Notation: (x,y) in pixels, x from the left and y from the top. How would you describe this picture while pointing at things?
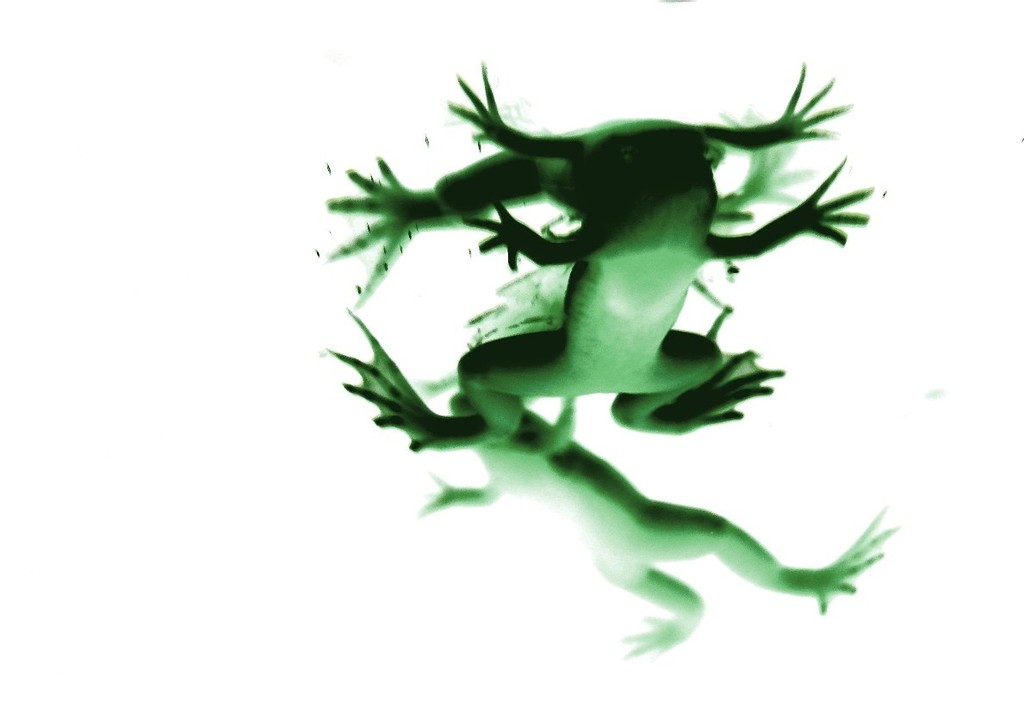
In this picture I can see frogs (751,364) and I see there is a white color background (264,337). I can also see that this is a depiction picture.
